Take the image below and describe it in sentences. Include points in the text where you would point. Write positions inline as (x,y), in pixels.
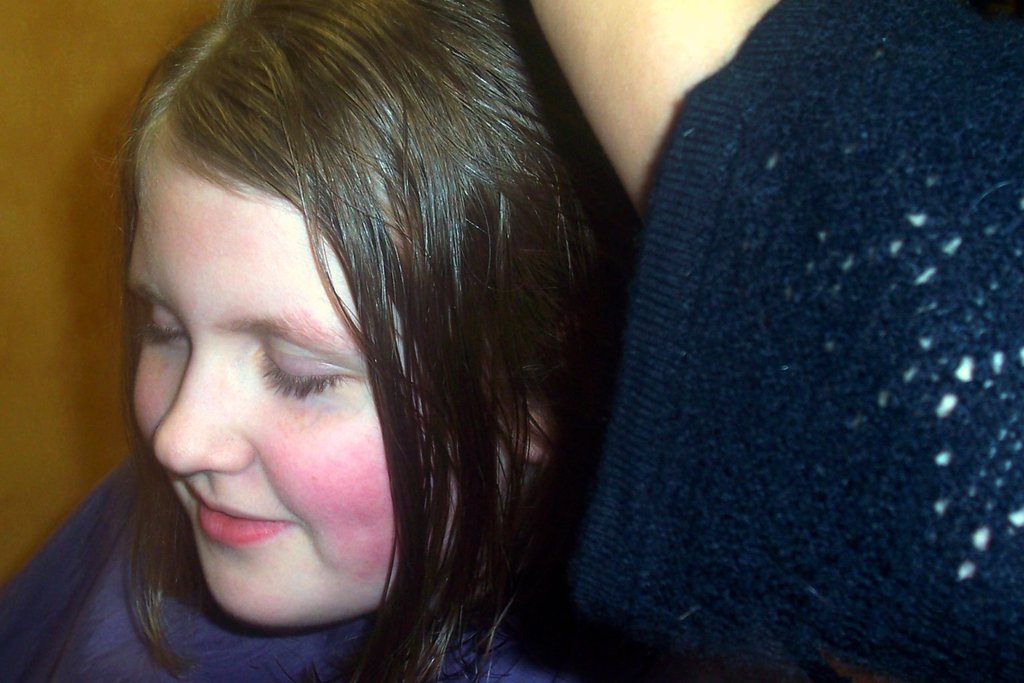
In this image there is a girl (434,476). She is smiling. She is closing her eyes (305,362). Behind her there is a wall (51,266).
